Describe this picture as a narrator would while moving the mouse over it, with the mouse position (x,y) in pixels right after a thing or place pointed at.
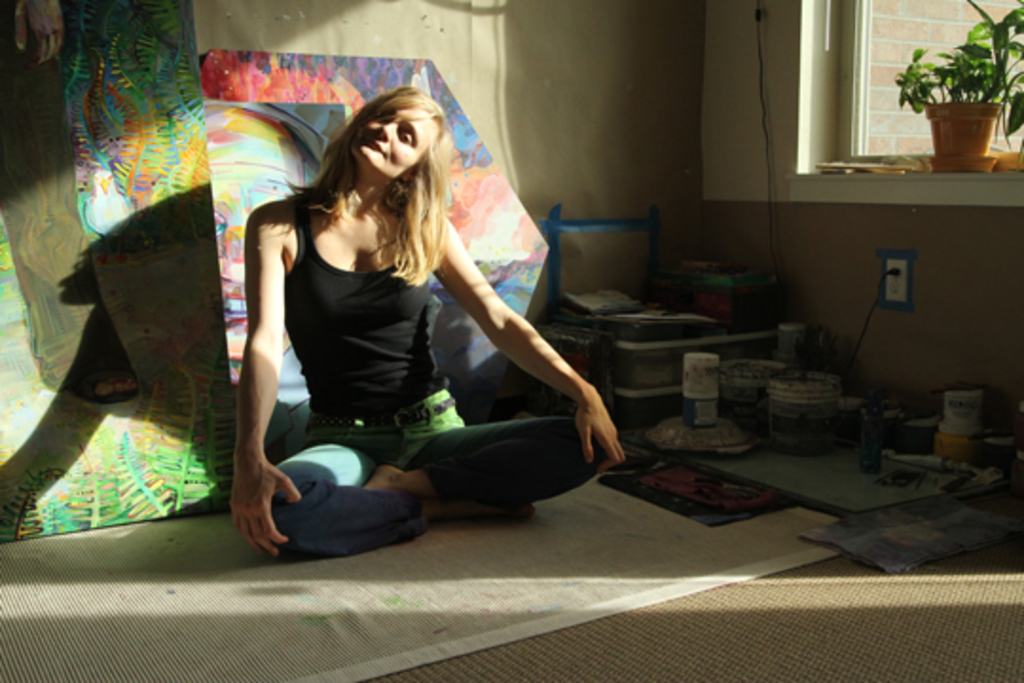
In the center of the image (420,444) we can see a lady (472,308) sitting. On the right (845,398) there are buckets (738,397) and we can see some objects (689,354). There is a house plant (963,115) placed on the wall (928,236). In the background (250,75) we can see some paintings (135,127). There is a window (842,68). At the bottom (349,626) there is a mat (656,590). We can see wires (768,140).
